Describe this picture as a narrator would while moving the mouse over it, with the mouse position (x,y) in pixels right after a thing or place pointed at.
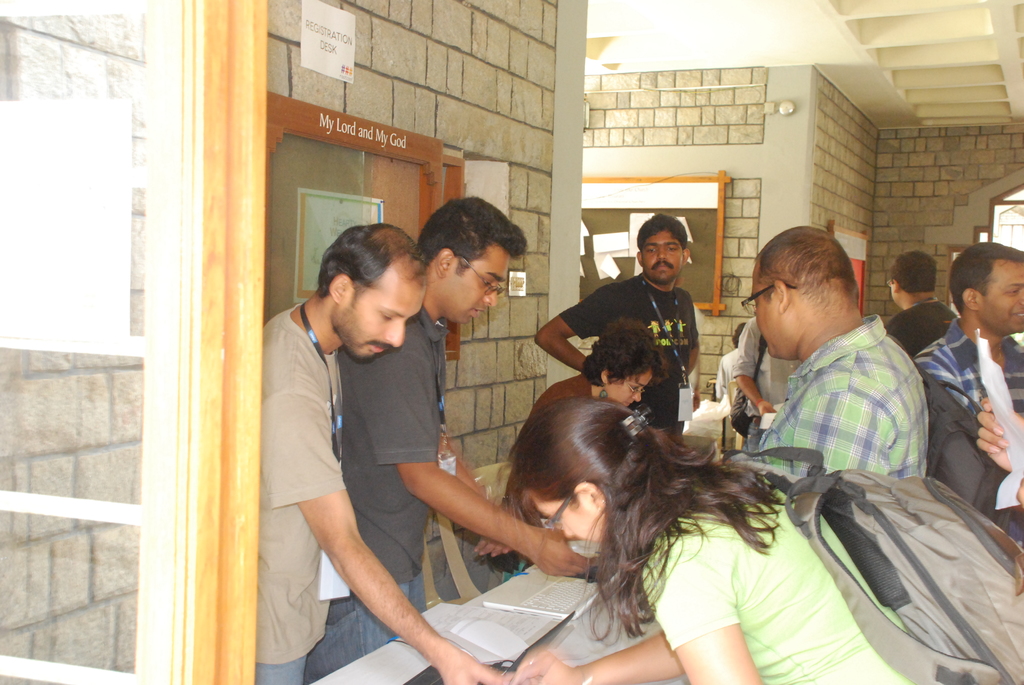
In this image we can see many people (783,377). Some are wearing tags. Some are wearing specs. There is a lady (732,576) wearing a bag (857,588). And there is a table (567,650) with papers (522,633). Also we can see brick walls (430,77) with boards (342,189). Inside the boards (290,237) there are papers (614,251) pasted.
